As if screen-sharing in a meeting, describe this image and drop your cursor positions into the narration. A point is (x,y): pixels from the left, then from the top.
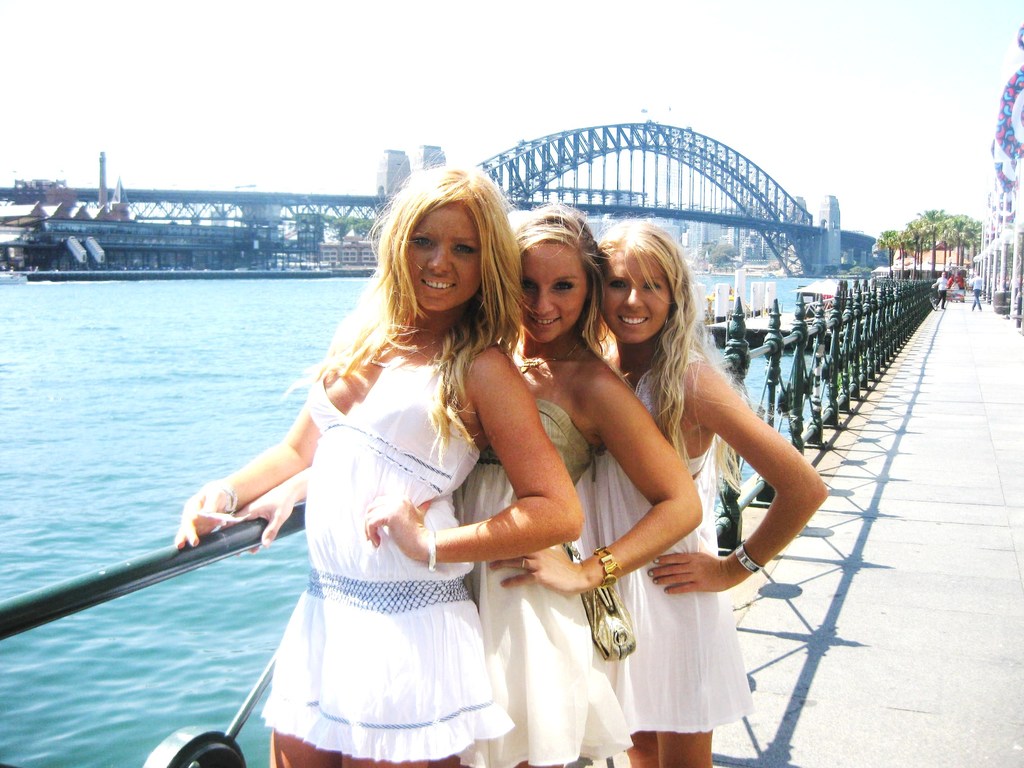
In the middle of the image (372,303) three women (325,412) are standing and smiling. Behind them there is a fencing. Behind the fencing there is water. Top right side of the image (888,242) there are some trees (934,216). In the middle of the image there is a bridge (208,196). Top of the image (346,165) there are some clouds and sky (226,63).
